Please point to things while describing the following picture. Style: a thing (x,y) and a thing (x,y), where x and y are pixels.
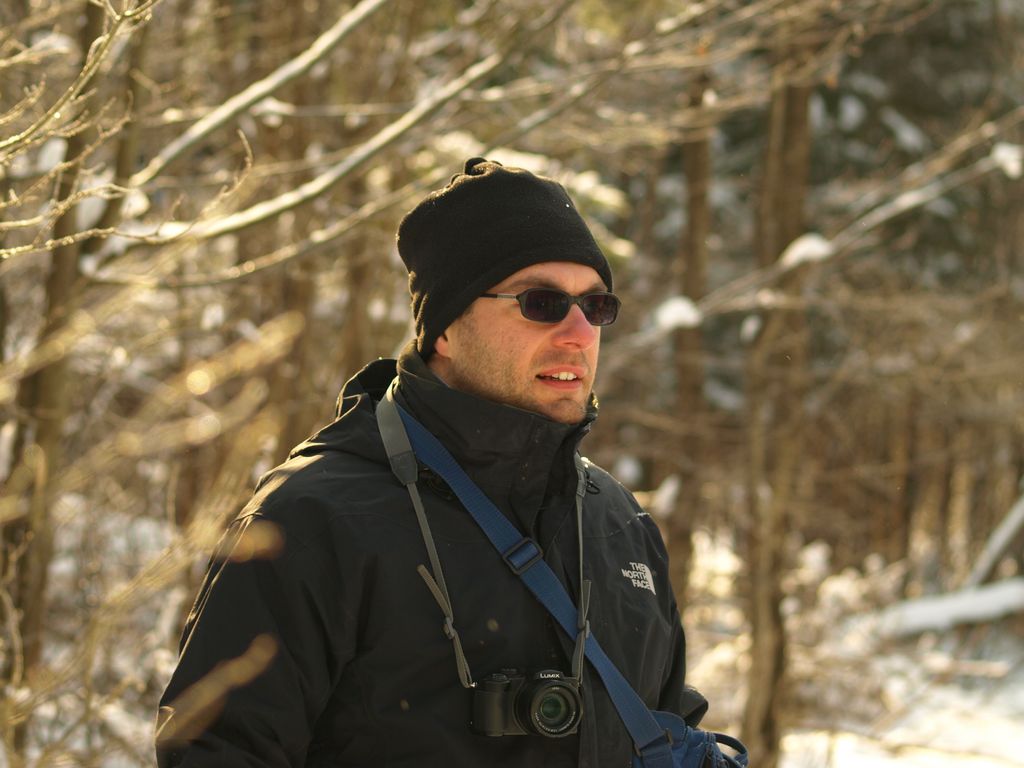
In this image I can see a person (481,352) with cap (484,231). And there is a bag (501,529) across his shoulder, also there is a camera (556,679). And in the background (269,220) there are dried trees (565,86).
